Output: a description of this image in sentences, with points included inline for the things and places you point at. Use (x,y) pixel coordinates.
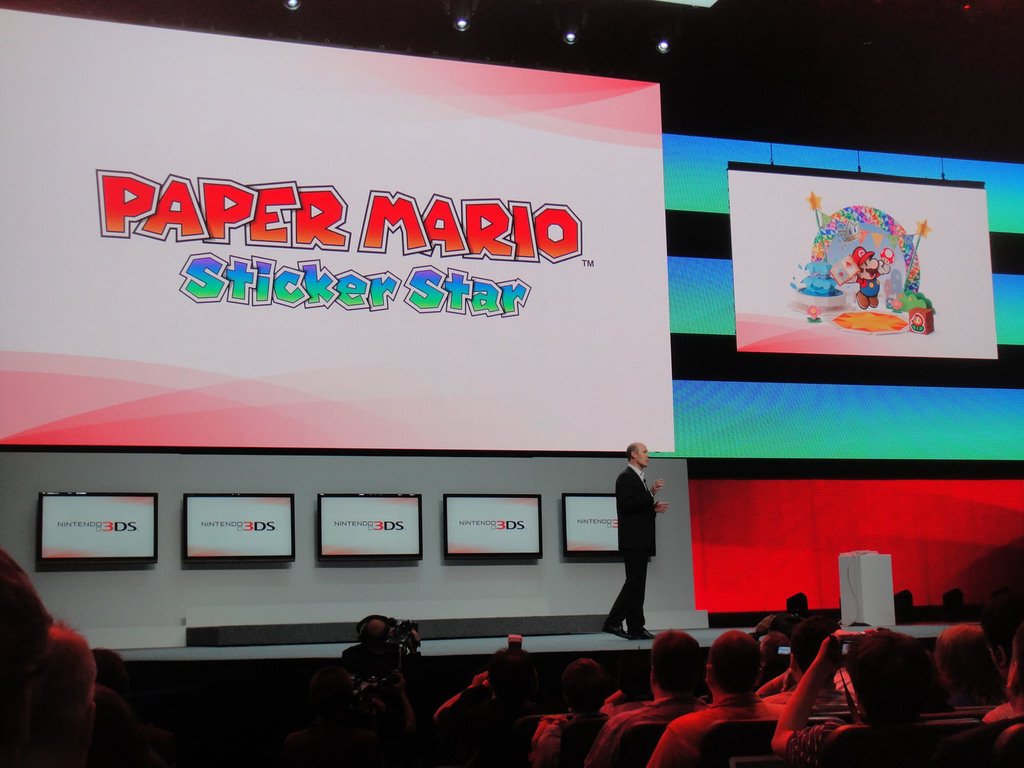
In this image I can see a man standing on the stage (702,620), behind him there are so many screens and poster (166,309) on the wall (10,464) also there is a projector screen (972,345) towards the right (981,330), in-front of the stage (690,634) there are so many people (117,670) sitting.
